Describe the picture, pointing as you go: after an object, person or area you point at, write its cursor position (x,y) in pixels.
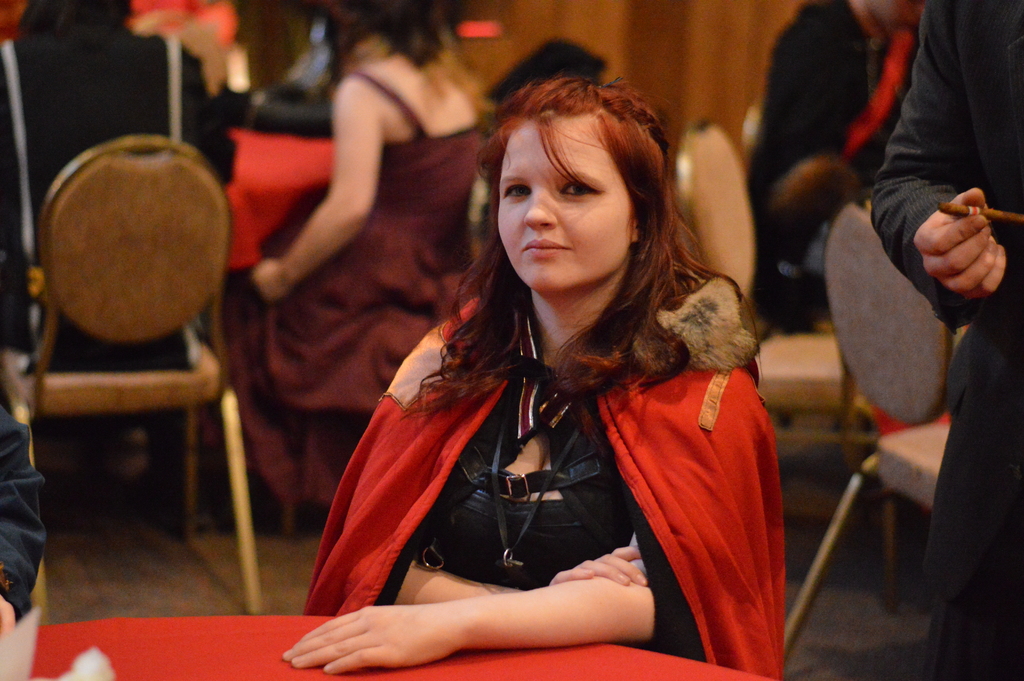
In this image we can see some people (731,493) sitting on chairs (172,176). On the right side of the image (986,517) we can see a man (1018,488) standing and holding an object (953,208) in his hand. At the bottom of the image (96,676) we can see a table (587,664) and some papers (80,676).
